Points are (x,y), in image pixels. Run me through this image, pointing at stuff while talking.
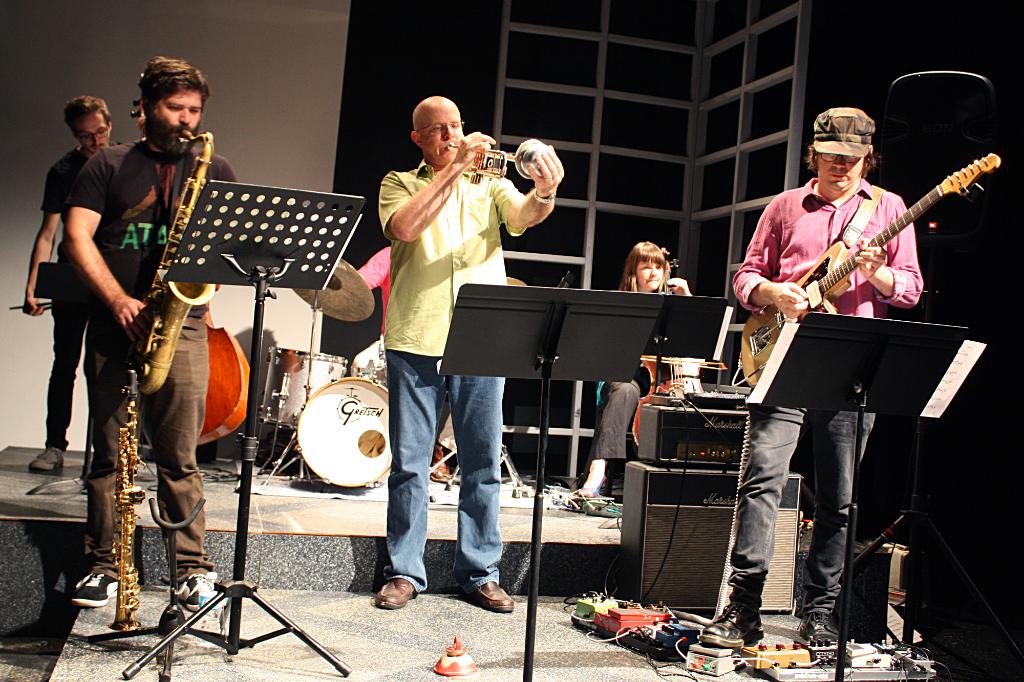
In this image i can see few people (547,183) holding musical instruments (508,153) in their hands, and in the background (73,300) i can see few people (100,114), few musical instruments (299,382) and a wall (295,88).
